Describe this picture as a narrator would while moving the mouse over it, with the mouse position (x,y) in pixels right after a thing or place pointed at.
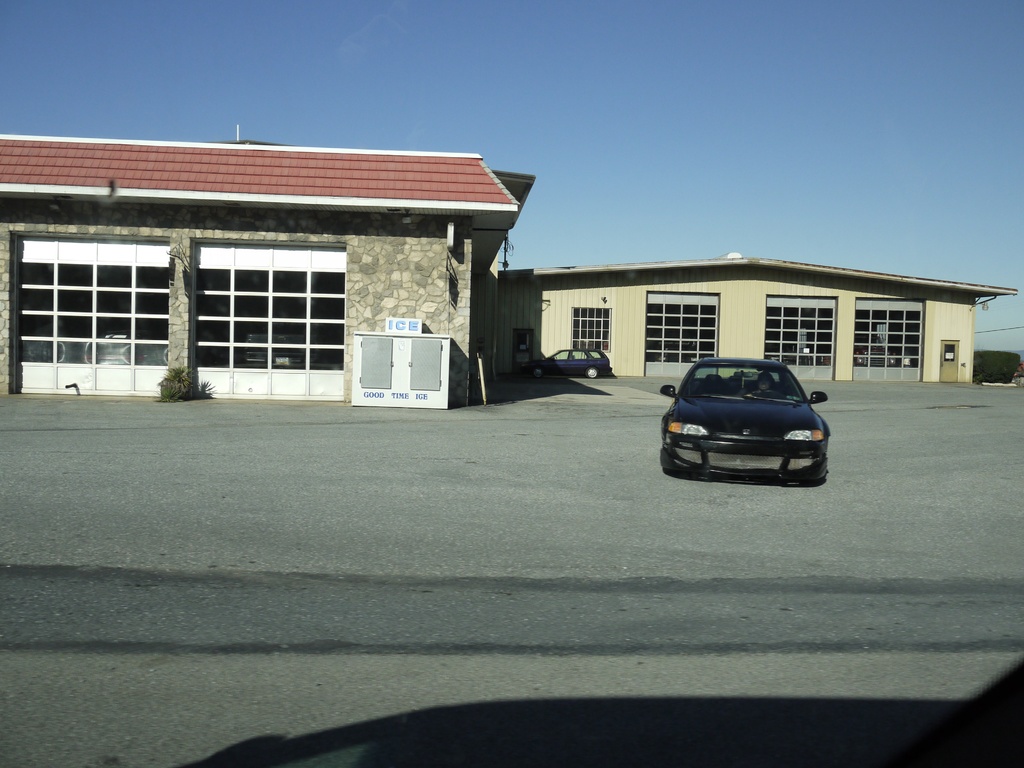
In this image I can see a car (776,416) which is black in color on the road (679,538) and in the background (311,327) I can see two buildings (295,320), a black colored car (596,352) and the sky (623,117).
